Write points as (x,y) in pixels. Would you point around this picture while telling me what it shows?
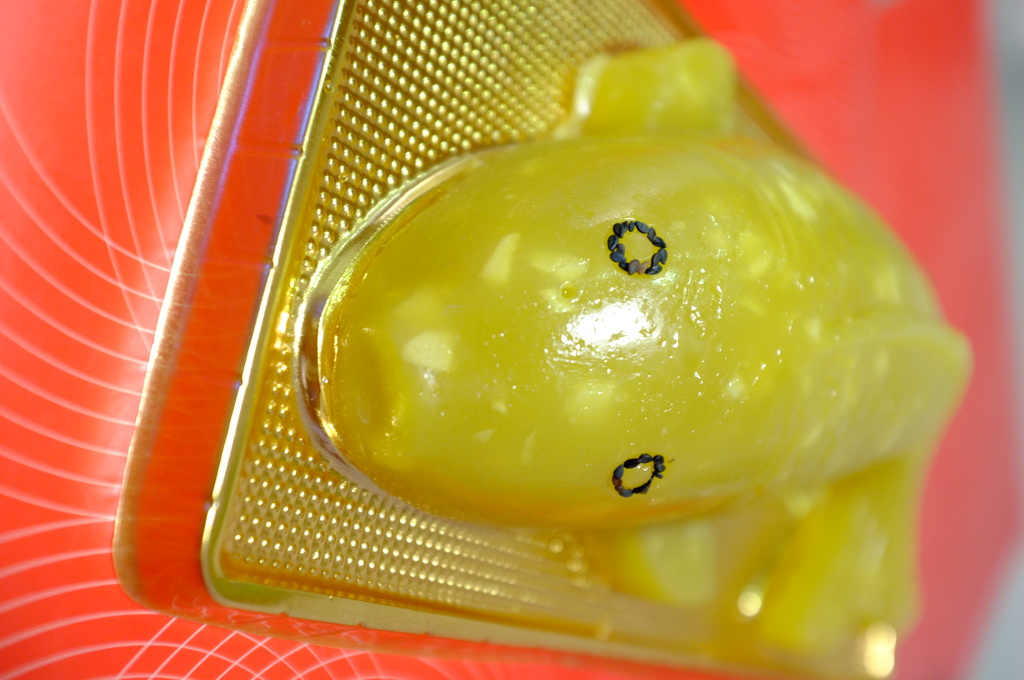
In the center of the image (432,245) there is a depiction of a fish (398,296) on the table (105,93).
